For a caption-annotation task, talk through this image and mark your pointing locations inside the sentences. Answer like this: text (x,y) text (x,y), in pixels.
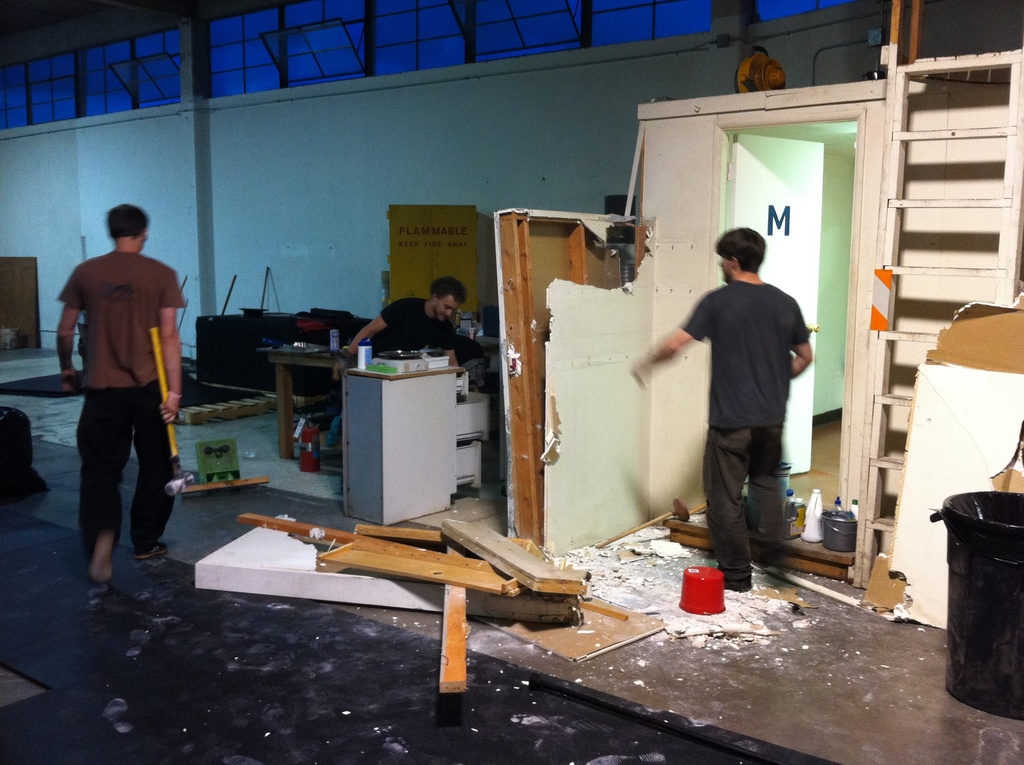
There is a room (251,166). There are three people (152,268). On the left side (64,347) we have a person (168,285). He is walking and he is holding a hammer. We can see in background (344,175) wooden board (528,278), wall (561,362), door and table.
